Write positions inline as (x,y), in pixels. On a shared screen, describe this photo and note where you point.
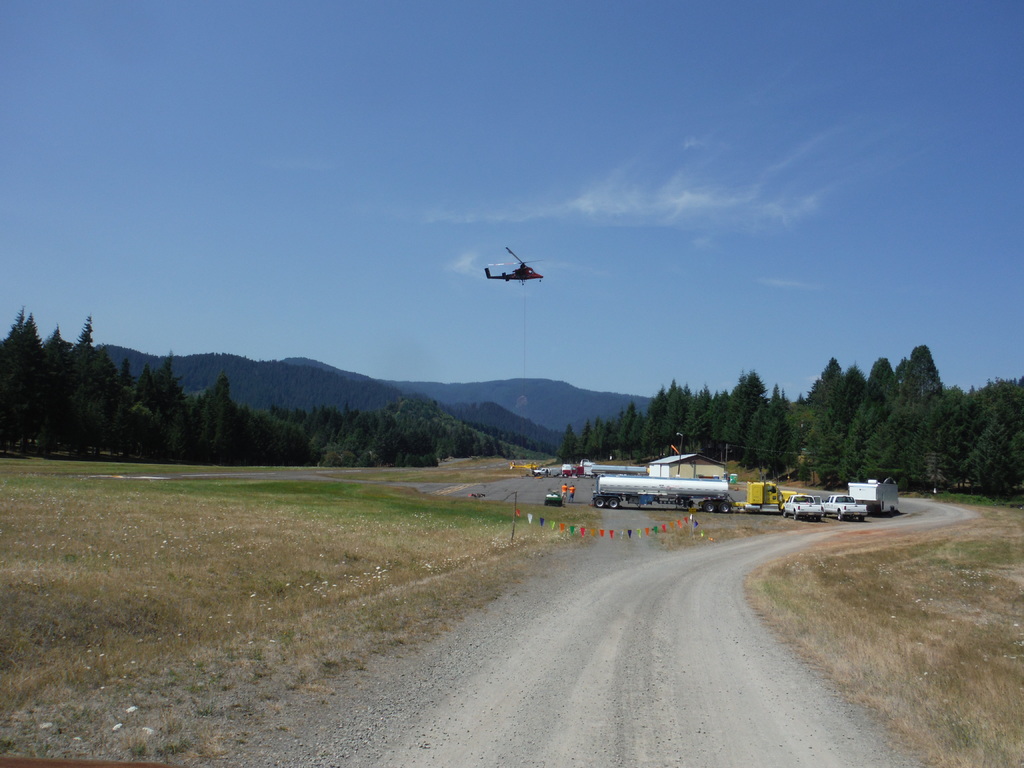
In the image there is a road (442,680) and on the either side of the road (804,543) there is a grass surface (692,538), in the distance there are few vehicles (749,484) and around the vehicles (687,502) there are many trees (488,447) and there is a helicopter (516,272) flying in the air (534,286), in the background (279,391) there are mountains (279,391).
